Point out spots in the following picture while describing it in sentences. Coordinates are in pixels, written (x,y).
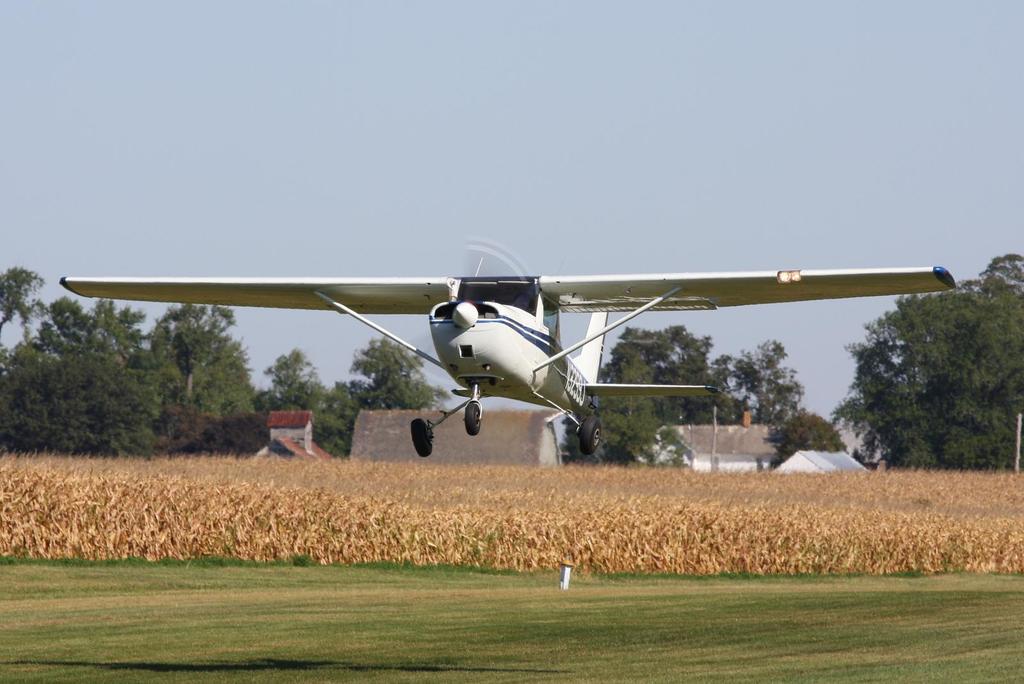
In this image in the center (367,318) there is an airplane (507,344), and at the bottom (483,603) grass (413,595) and some plants (728,497). And in the background (765,400) there are some trees (67,415) and houses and at the top of the image (581,132) the sky (378,167).
